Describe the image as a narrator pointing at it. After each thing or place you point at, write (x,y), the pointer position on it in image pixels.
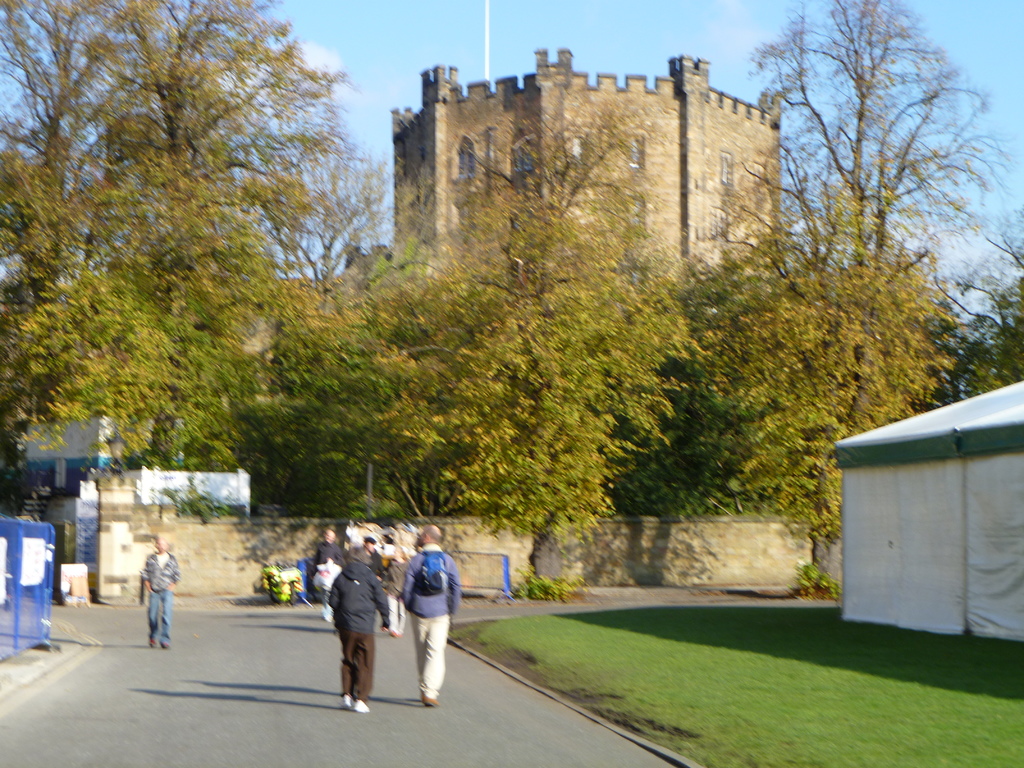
In this image we can see people (401,617) are moving on the road (217,651). Right side of the image (875,641) one tent (876,576) is there and land (899,720) full of grass (899,720) is present. Background of the image (753,531) one boundary (522,551) is there. Behind the boundary (722,536) tree (527,338) are present and one building (607,180) is there. Left side of the image (23,608) blue color fence (23,608) is present.
